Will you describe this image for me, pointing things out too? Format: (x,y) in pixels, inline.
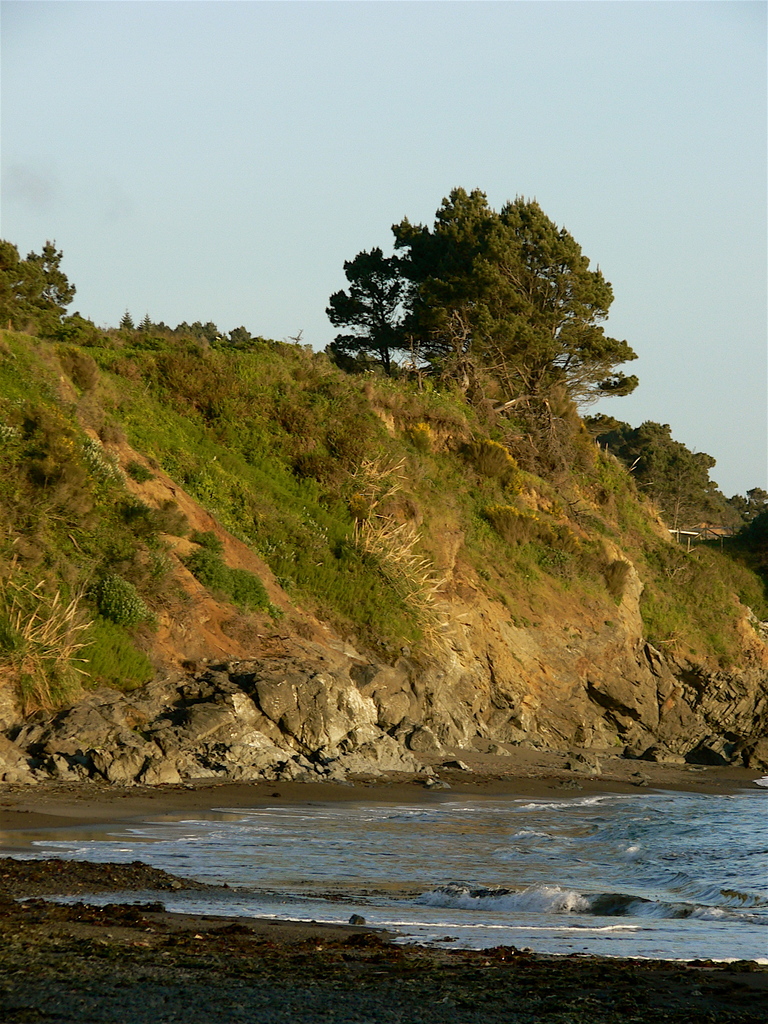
In the picture I can see trees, plants (328,523), the grass (317,523) and the water (466,880). In the background (436,103) I can see the sky (396,69).
